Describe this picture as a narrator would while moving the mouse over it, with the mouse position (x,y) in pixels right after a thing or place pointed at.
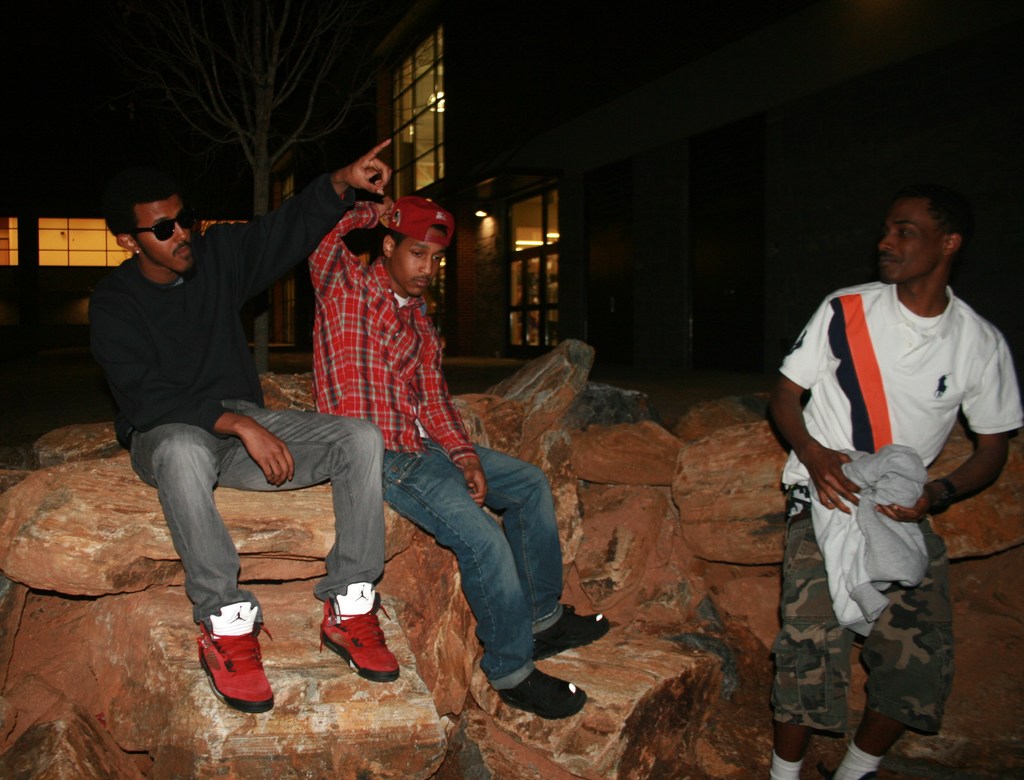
In this image I can see few people (420,431) sitting on stones (430,550). In the background (447,203) there is a building (73,255).
